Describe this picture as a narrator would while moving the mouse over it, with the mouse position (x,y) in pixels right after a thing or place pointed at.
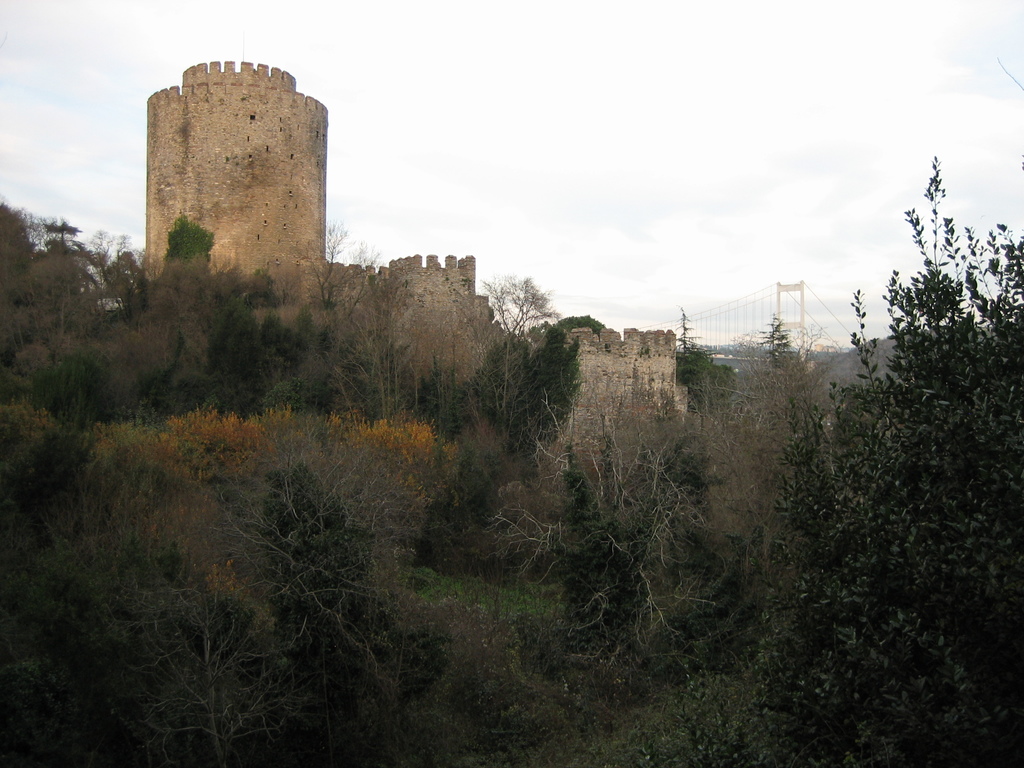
In the picture we can see a hill (439,715) with grass (628,733) on it, we can see plants (641,730), trees (623,582) and top of it, we can see a historical construction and besides it, we can see a bridge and in the background (481,125) we can see a sky (538,182).
